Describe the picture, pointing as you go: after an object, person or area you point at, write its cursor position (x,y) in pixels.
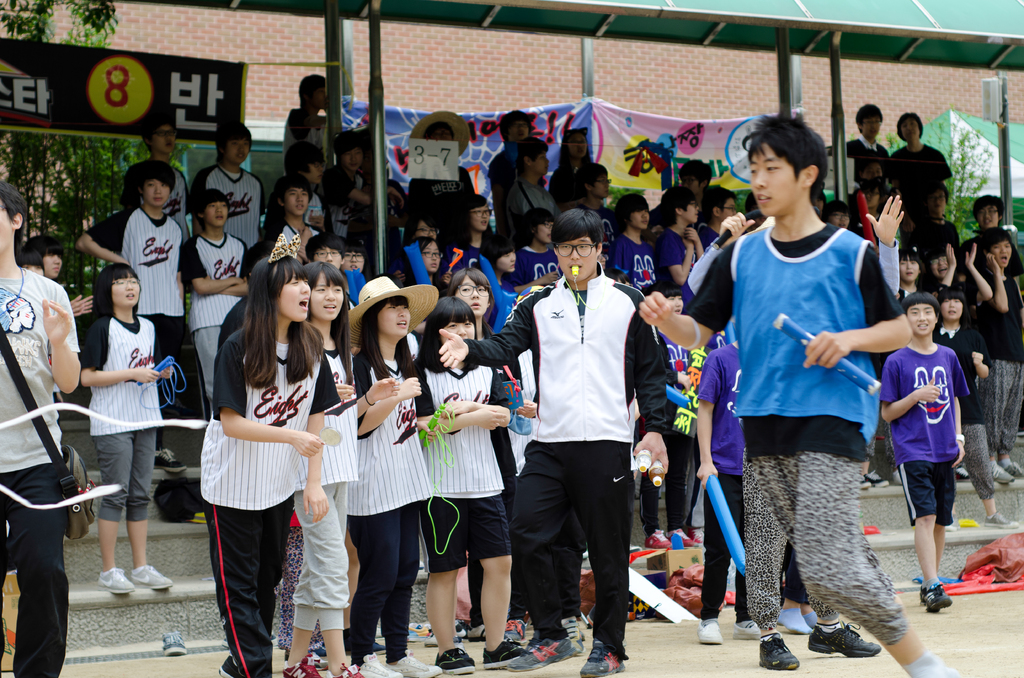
In this image, there are some persons (864,108) wearing clothes (177,230) and standing under the shelter (849,25). There is a person (791,190) on the right side of the image (792,146) holding a stick (808,342) with his hand (824,359). There is a banner (229,113) in the top left of the image (147,113).
